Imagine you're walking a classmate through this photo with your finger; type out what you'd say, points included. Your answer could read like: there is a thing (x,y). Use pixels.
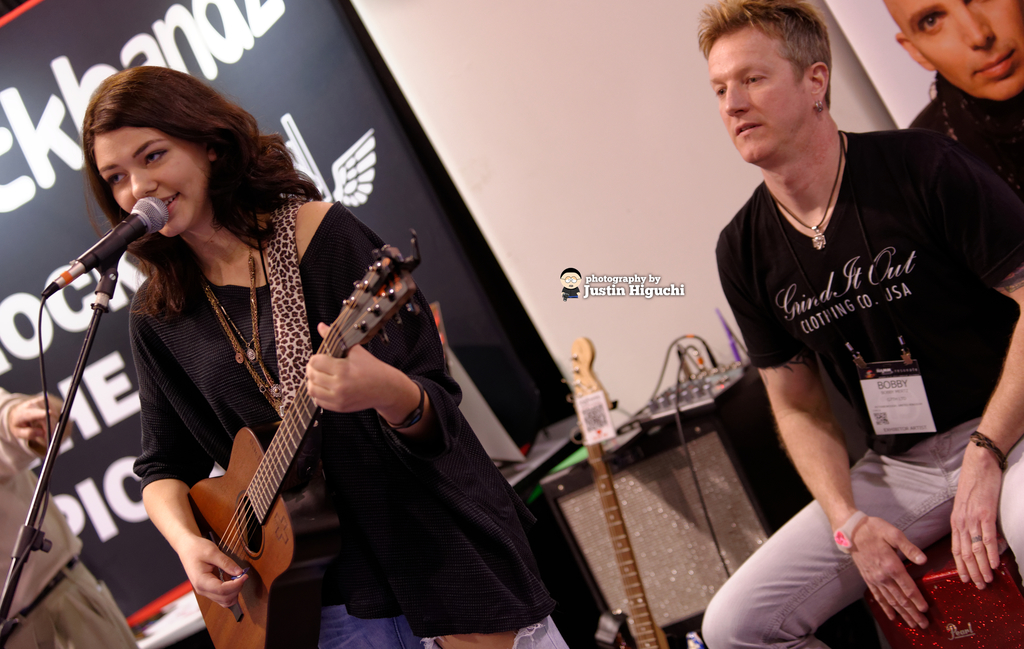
This image might be clicked in a musical concert. In this image have a woman (184,387) and a man (817,338). Man (935,339) sitting on right side (805,286) and woman (458,469) is standing, she is left side (212,217), woman (153,175) has mike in front of her. She is holding a guitar (222,515) in her hands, she is wearing black dress (421,503). Man (785,311) who is on right side (761,260) is wearing the black shirt (855,332). He is sitting, there is a guitar (591,378) in between them. Behind her there is a screen (123,4).
